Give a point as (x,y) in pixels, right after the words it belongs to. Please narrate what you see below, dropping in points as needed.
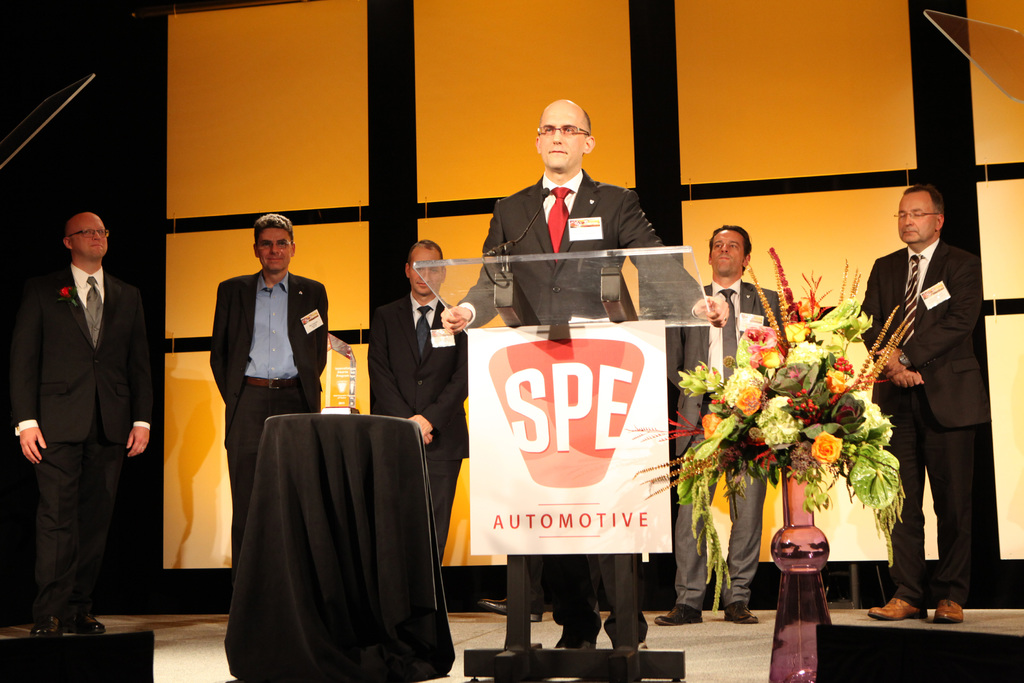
In the middle of the image (527,241), there is a person (574,172) in a suit (618,189), holding glass (477,326) which is attached to a stand (628,511). On the right side (798,446), there is a flower vase (810,445) arranged. On the left side (295,481), there is an object (345,408) on the stool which is covered with a cloth (402,619). In the background (286,313), there are persons (934,242) standing and there are orange color boards (284,102) arranged. And background (101,31) is dark in color.
